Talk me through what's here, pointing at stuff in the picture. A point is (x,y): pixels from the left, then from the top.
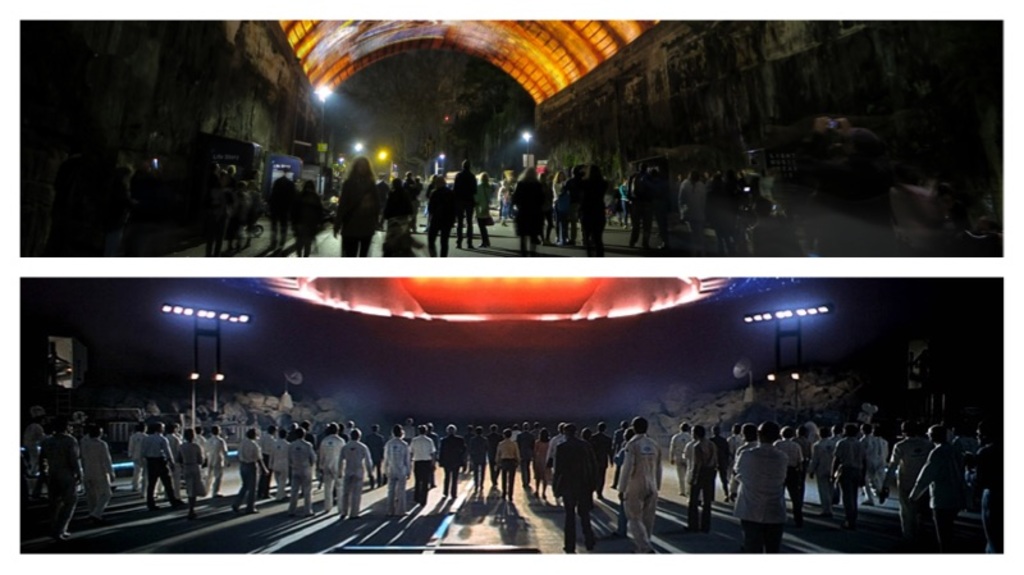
In this picture we can see collage of two pictures, in the image we can see some people (603,486) and around there are some lights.
